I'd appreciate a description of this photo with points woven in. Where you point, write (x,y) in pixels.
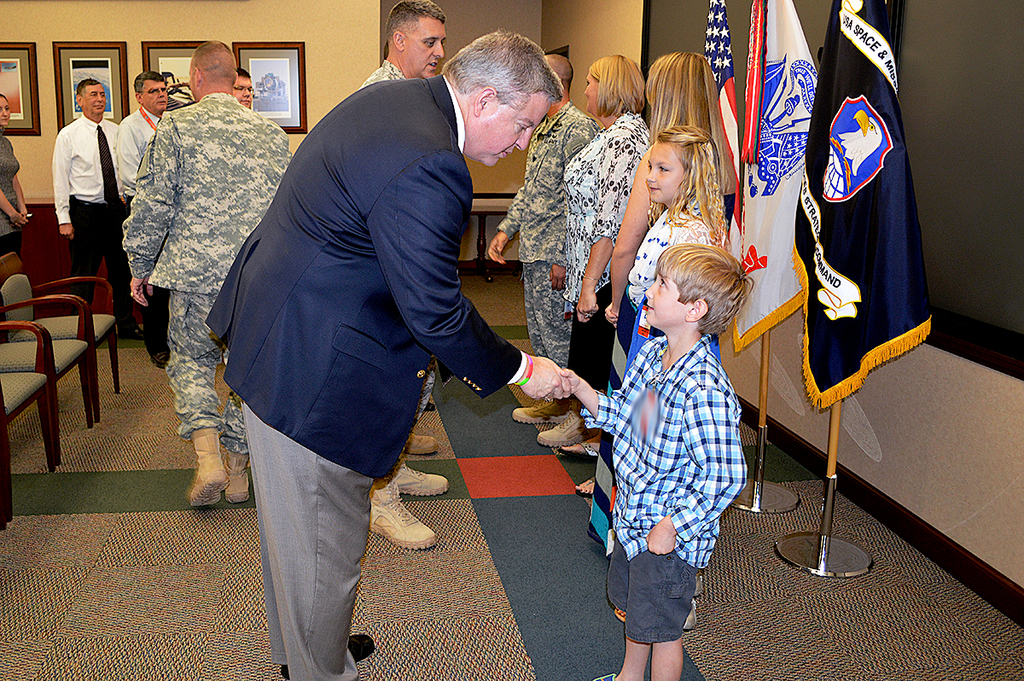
In the picture we can find some people (604,351) are standing and one man (358,254) is holding a boy hand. In the background (783,265) we can find a wall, photos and chairs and three flags (798,268) near to the black board (926,205).
